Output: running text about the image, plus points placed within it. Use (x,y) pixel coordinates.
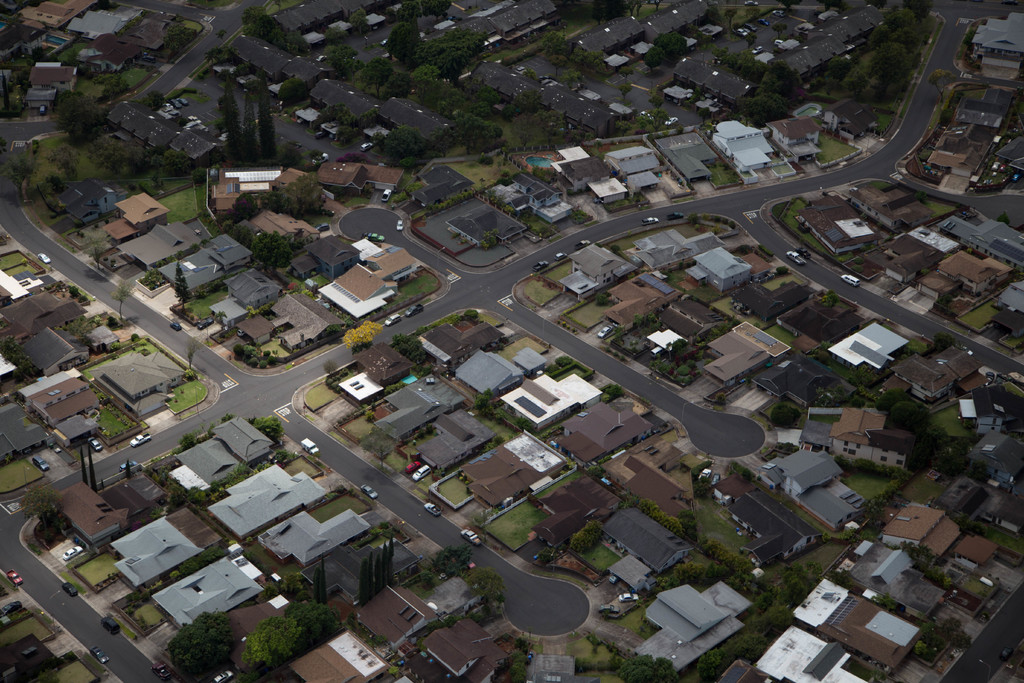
In this image, we can see so many houses (616,470), trees (400,349), roads (102,632) and vehicles (6,613).
